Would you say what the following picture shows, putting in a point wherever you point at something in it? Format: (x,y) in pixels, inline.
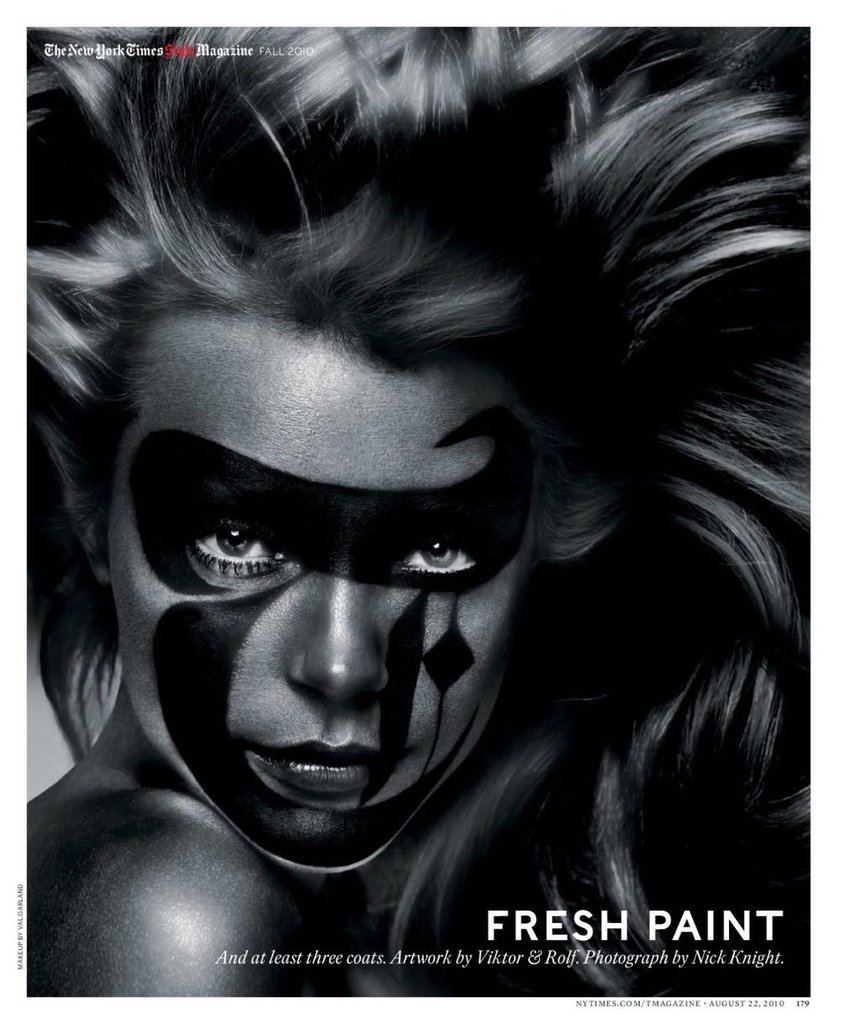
This is black and white picture of a girl (372,323) and some paint (348,825) is present on the face (385,553). Right bottom of the image (715,949) watermark (587,952) is there.
